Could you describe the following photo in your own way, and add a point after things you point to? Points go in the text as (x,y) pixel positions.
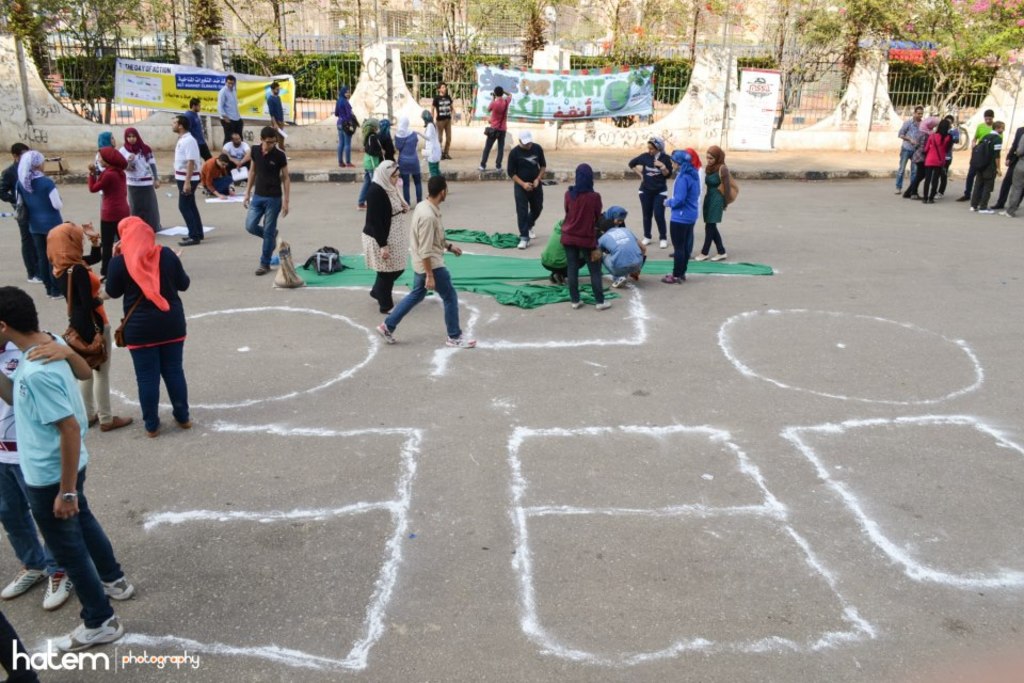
In the center of the image (582,231) we can see a few people (4,460) are standing and few people (452,308) are holding some objects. And we can see a few people (382,291) are wearing scarves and a few other objects (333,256). And we can see green curtains (534,291), bags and a few other objects (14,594). In the background (40,5) we can see trees (819,9), fences (690,51), banners (771,102), few people (403,150) are standing and a few other objects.
